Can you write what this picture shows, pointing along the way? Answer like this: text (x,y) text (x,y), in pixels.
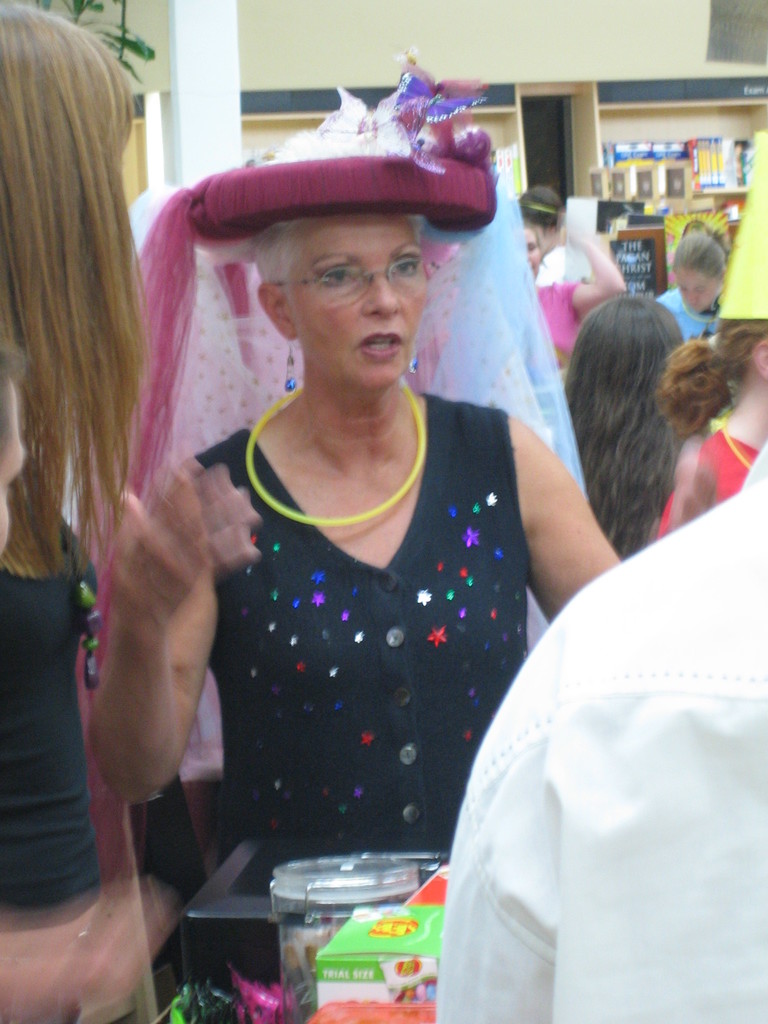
In this image center there is a woman (400,604) standing and speaking. In the front (642,835) there are persons (539,755) and there are objects (316,949) which are white, green and pink in colour and in the background (594,287) there are persons (744,300), there is a shelf (728,189) and on the shelf (705,194) there are objects (672,179).
